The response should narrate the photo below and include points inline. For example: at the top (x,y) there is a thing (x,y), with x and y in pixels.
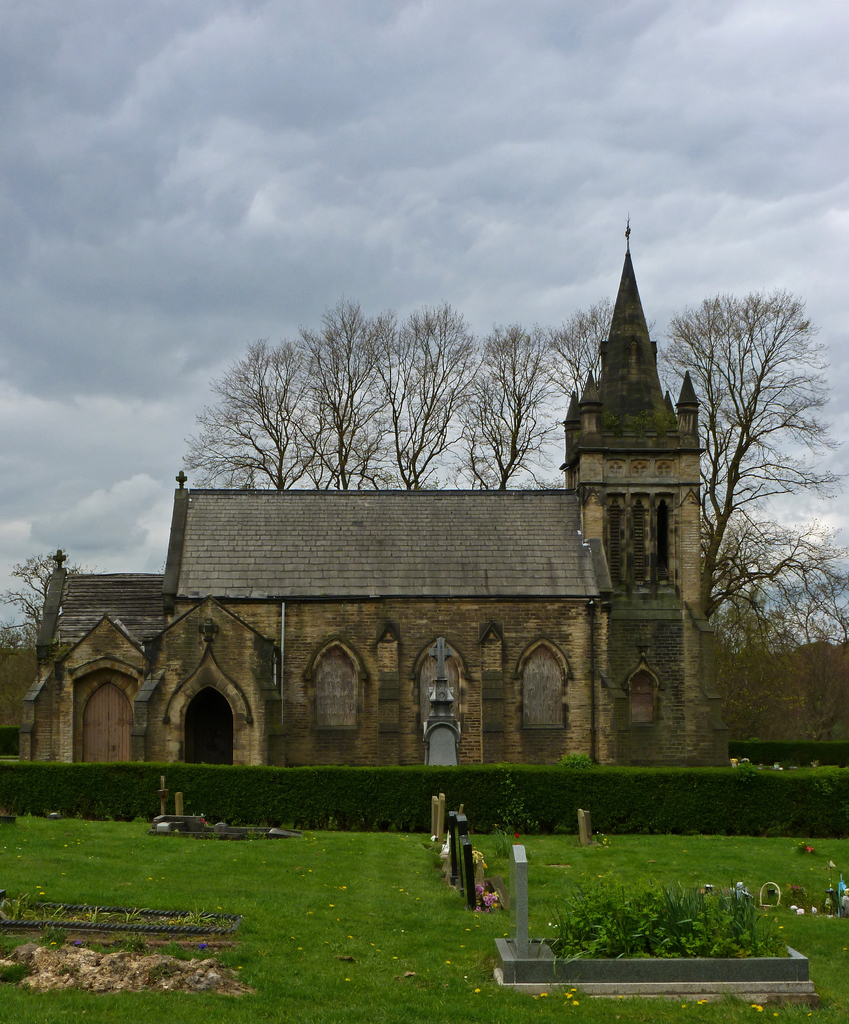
In this image, we can see the ground (418,920) covered some objects (264,923) like grass (264,923), leaves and graves (498,958). We can see some plants (573,772). We can see a church (323,715). There are a few trees (334,456). We can see the sky (727,51) with clouds (533,308).
